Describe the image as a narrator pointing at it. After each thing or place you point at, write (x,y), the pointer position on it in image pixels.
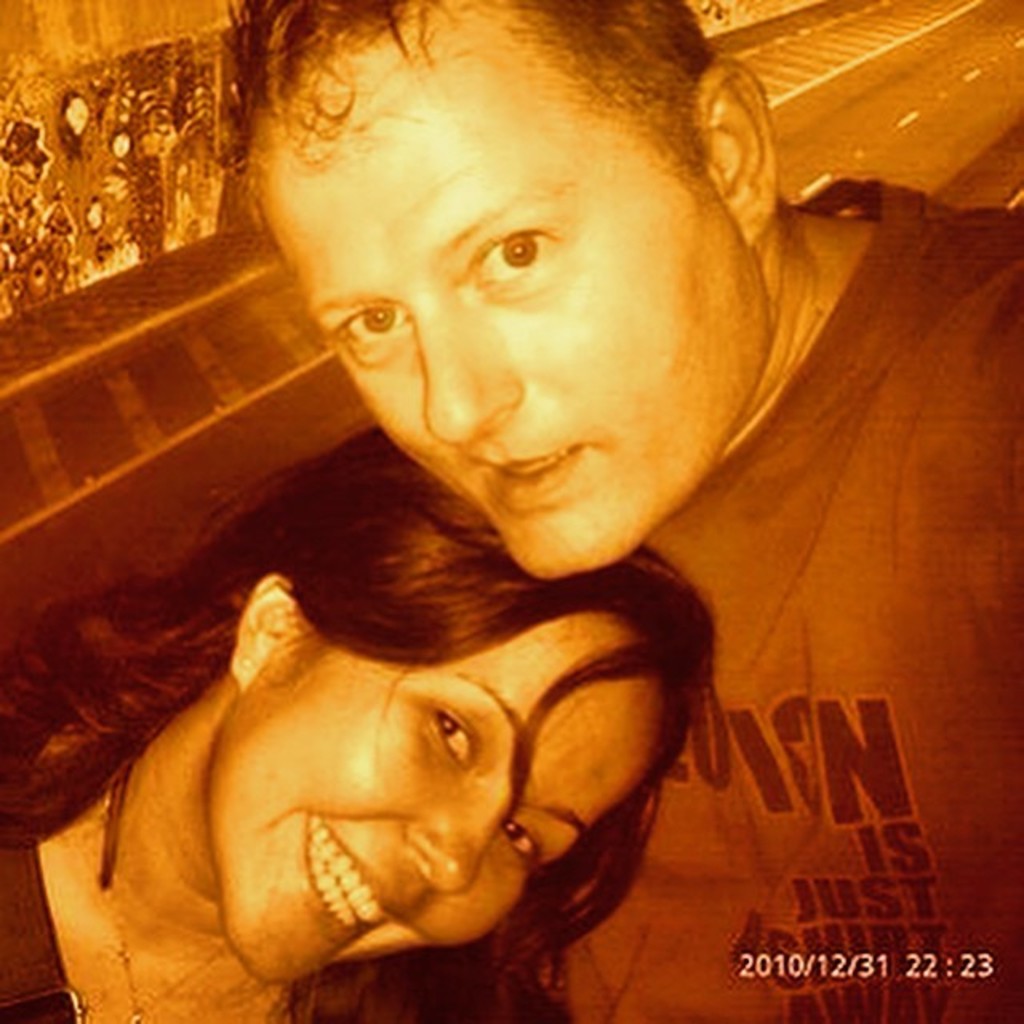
In this image in the front (489,760) there are persons (466,719) smiling.
